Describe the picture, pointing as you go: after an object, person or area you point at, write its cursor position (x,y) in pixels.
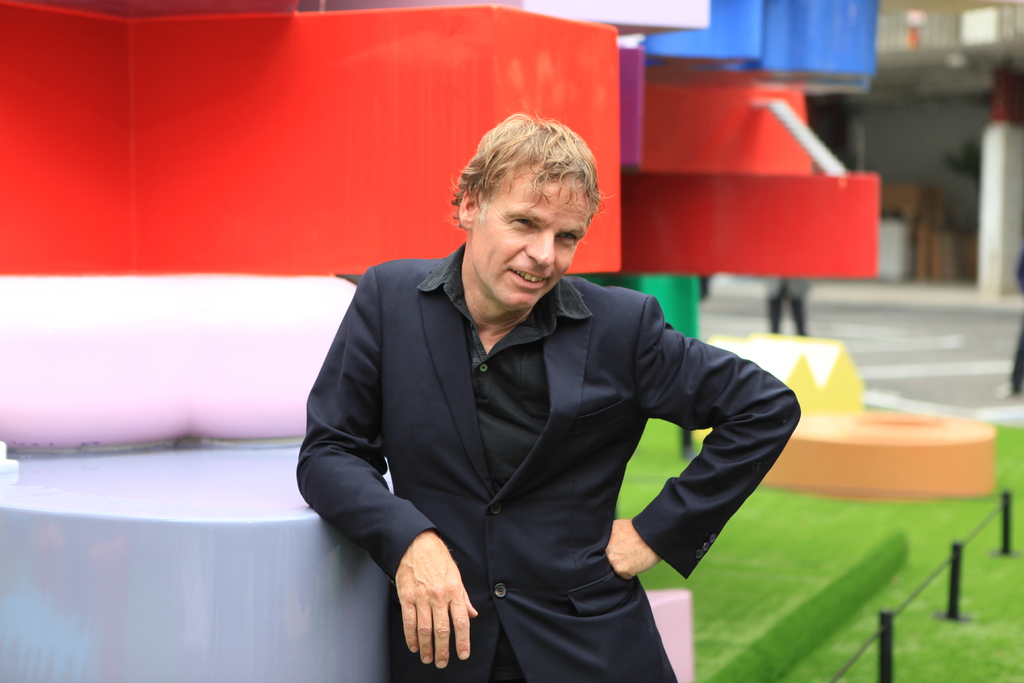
In this image I can see a person (518,413) standing, wearing a black suit (548,630). There are colorful blocks (751,254) behind him. There is grass (813,666) and a black rope fence (838,675) on the right (848,663). The background (758,305) is blurred.
